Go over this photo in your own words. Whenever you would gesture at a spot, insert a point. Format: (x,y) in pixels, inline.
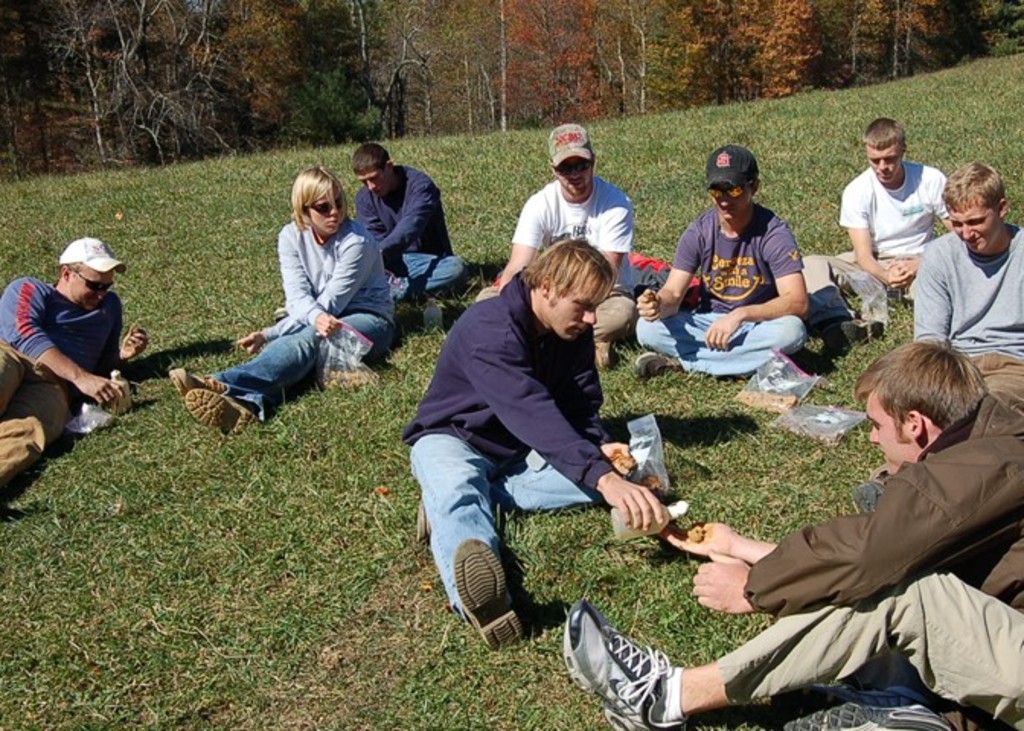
Here in this picture we can see a group of people (902,205) sitting on the ground (397,446), which is fully covered with grass (232,173) over there and we can see some people (137,336) are wearing goggles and cap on them and behind them we can see plants (344,107) and trees (314,107) present all over there.
